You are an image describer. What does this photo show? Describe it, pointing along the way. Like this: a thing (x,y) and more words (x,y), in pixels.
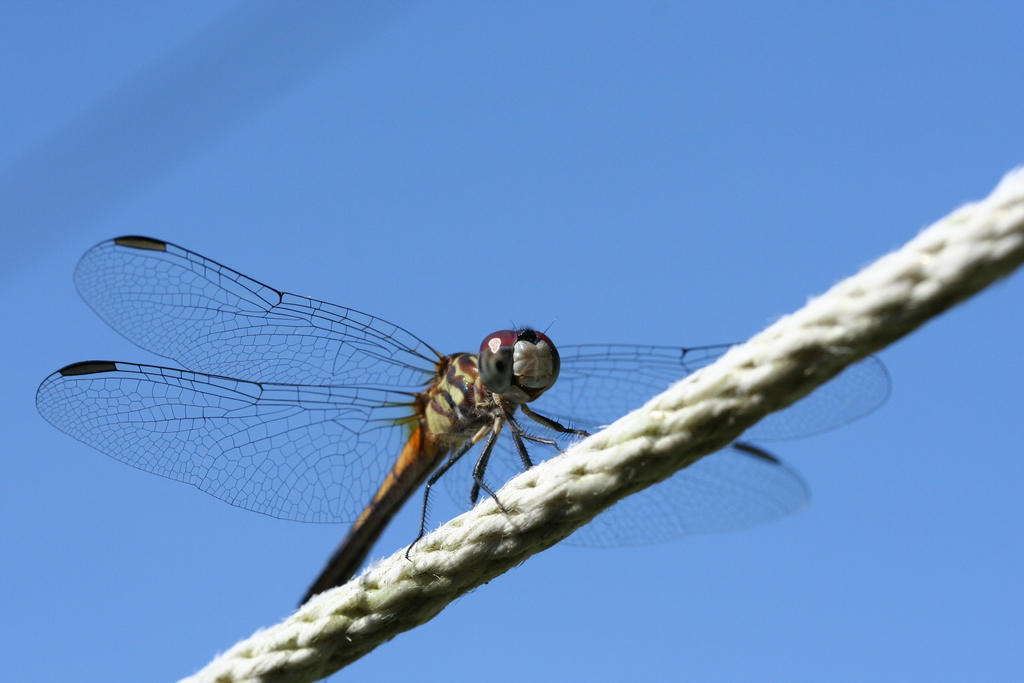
In this picture, there is a dragonfly (462,441) on the rope (779,370). In the background (519,135), there is a sky (657,228).
